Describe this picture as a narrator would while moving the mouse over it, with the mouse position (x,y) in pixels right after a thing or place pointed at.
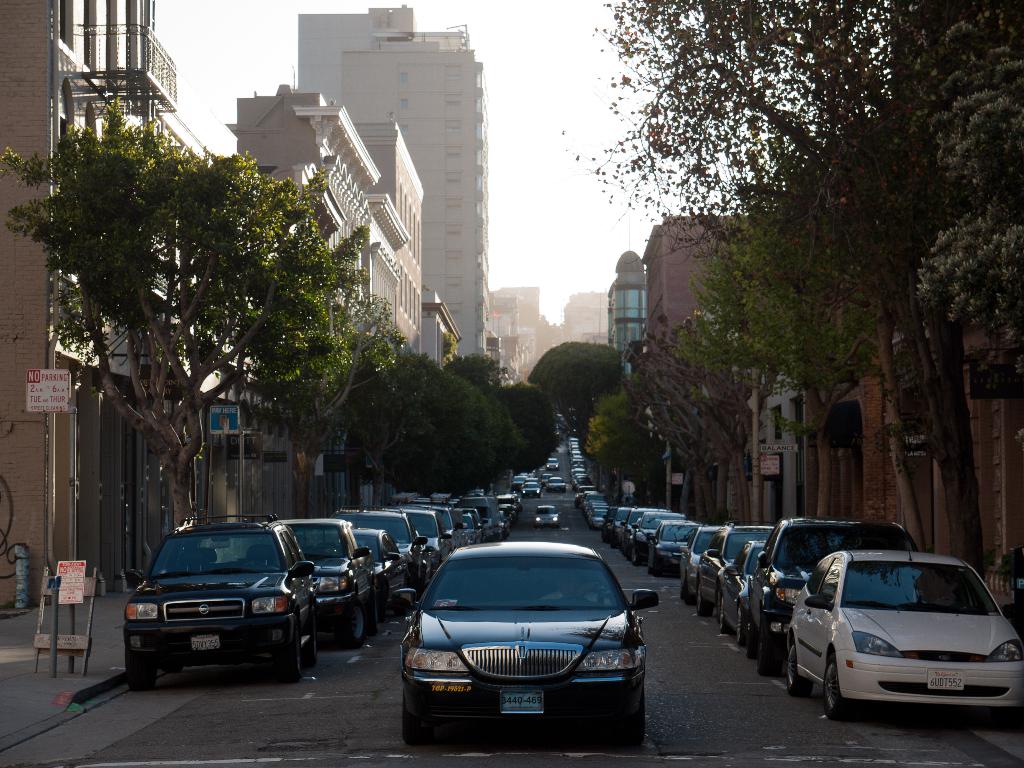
In this image there are buildings (799,403) and trees (601,381). At the bottom (544,521) there are cars (179,583) on the road (571,514). On the left (70,584) there are sign boards (78,574). In the background (526,160) there is sky (545,142).
